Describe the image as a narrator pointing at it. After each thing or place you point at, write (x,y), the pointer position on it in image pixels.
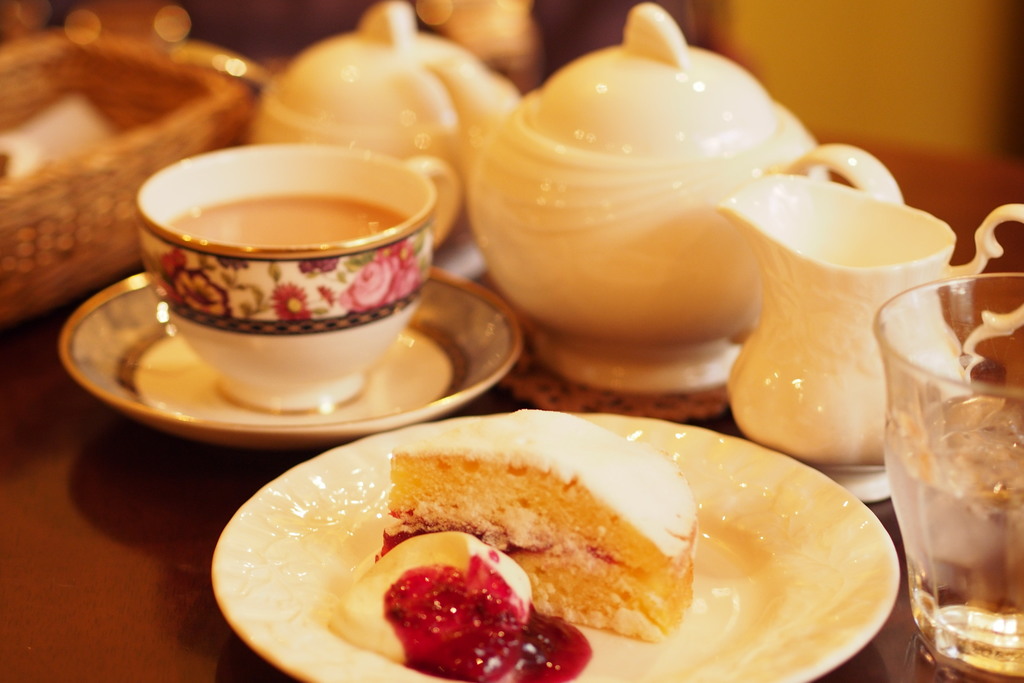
In the foreground of this image (598,469), there is a dessert item (513,670) on a platter (874,542). On the right (968,493), there is a glass (966,502). We can also see jars (566,180), a saucer (363,394) on which there is a tea cup (289,342) and a basket (98,176) on a brown surface (82,582).
